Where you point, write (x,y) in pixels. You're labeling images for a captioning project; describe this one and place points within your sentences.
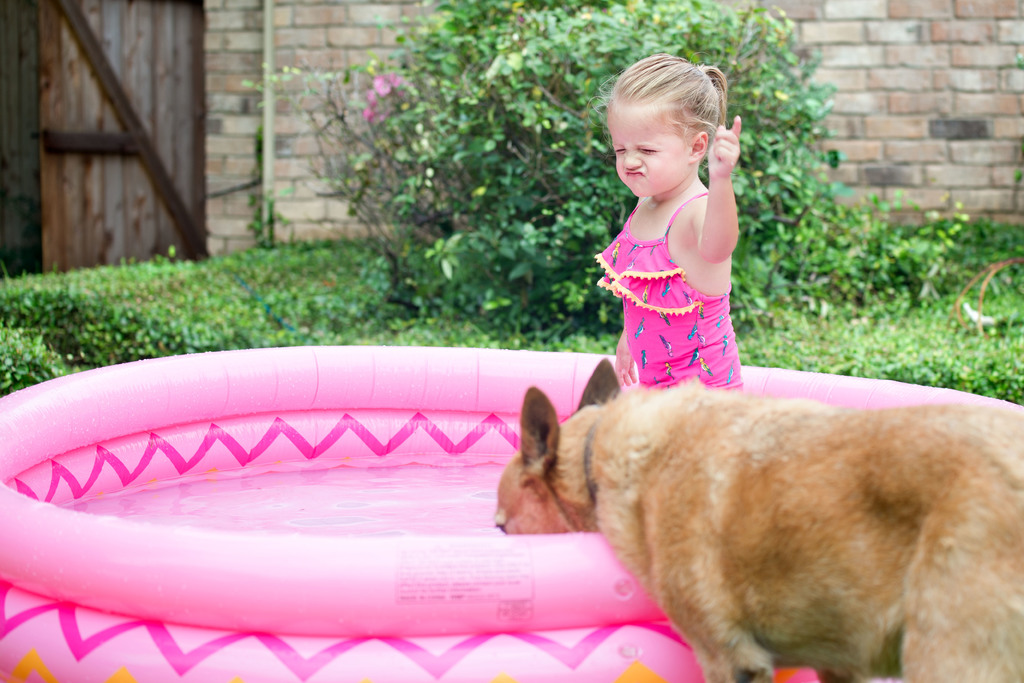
This picture there is a water tub (376,580) and is a small girl (651,252), there is a dog (752,410) drinking water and standing over here and the background (185,284) is grass (208,295), plants (403,145), a brick wall (296,20) and wooden door (107,247).
